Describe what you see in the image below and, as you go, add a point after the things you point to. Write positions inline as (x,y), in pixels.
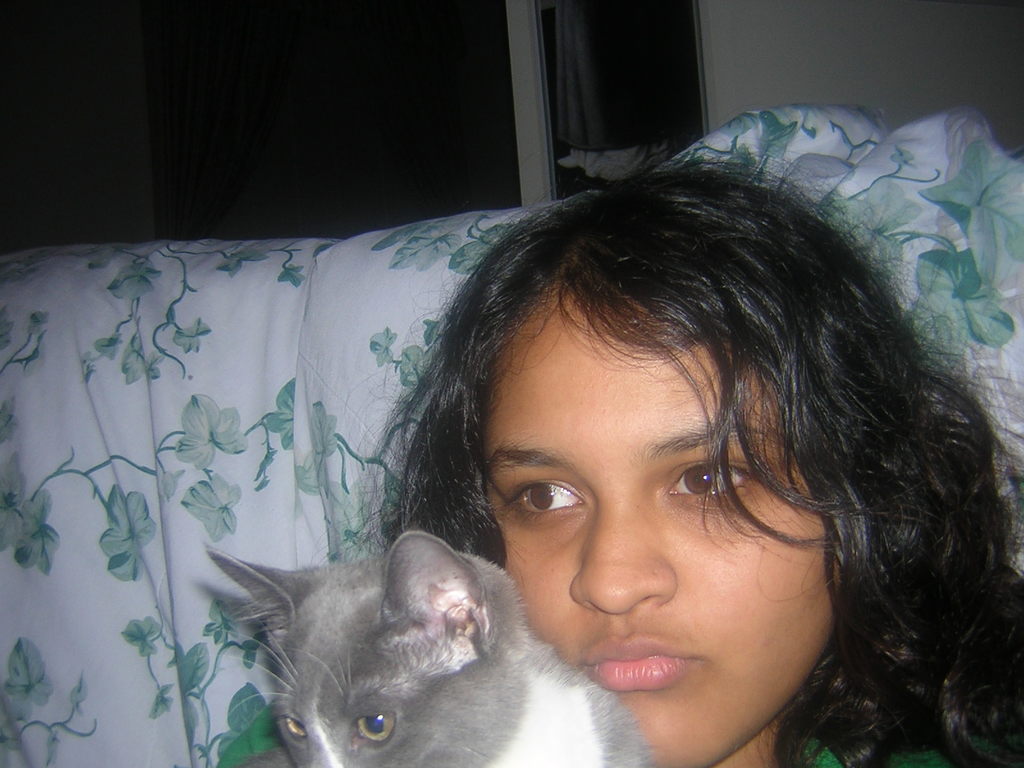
In the picture we can see a girl (648,370) and holding a cat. In the background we can find a pillow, curtain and a window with wall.
